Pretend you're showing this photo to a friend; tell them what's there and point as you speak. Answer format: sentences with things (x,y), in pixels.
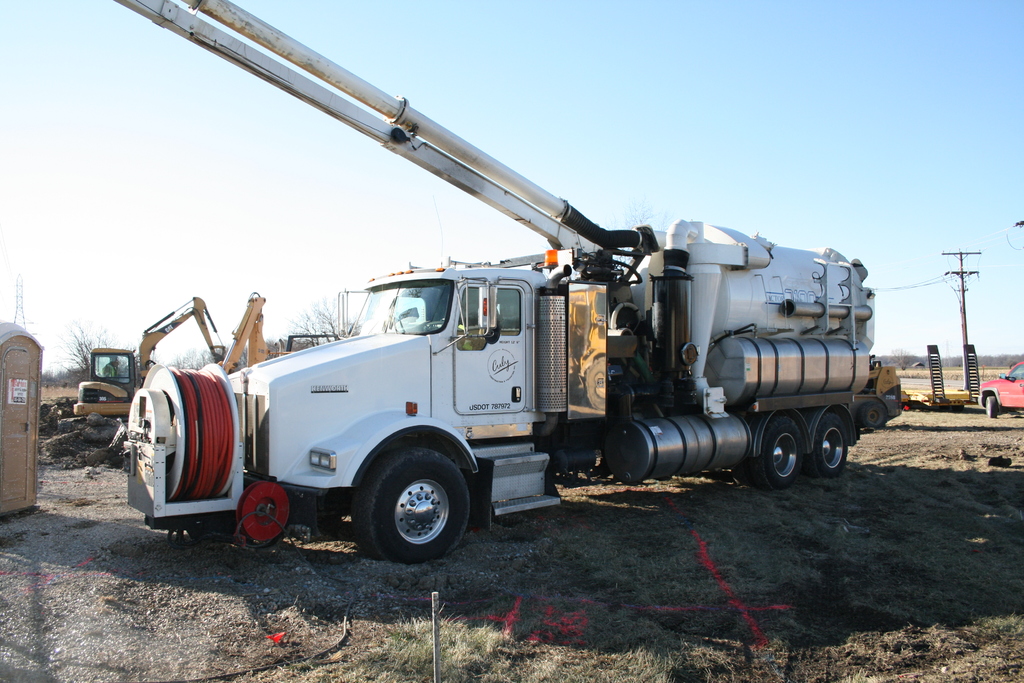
In this picture we can see a vehicle (551,376) in the middle (565,376), at the bottom (571,627) there is grass (597,627) and some stones (328,607), on the left side (100,366) we can see a crane (202,325), on the right side (1003,398) there is a car (998,383), a pole (963,324) and wires (948,276), in the background (77,346) there are trees (321,326), we can see the sky (572,90) at the top of the picture (649,38), it looks like a tower (22,302) in the background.
